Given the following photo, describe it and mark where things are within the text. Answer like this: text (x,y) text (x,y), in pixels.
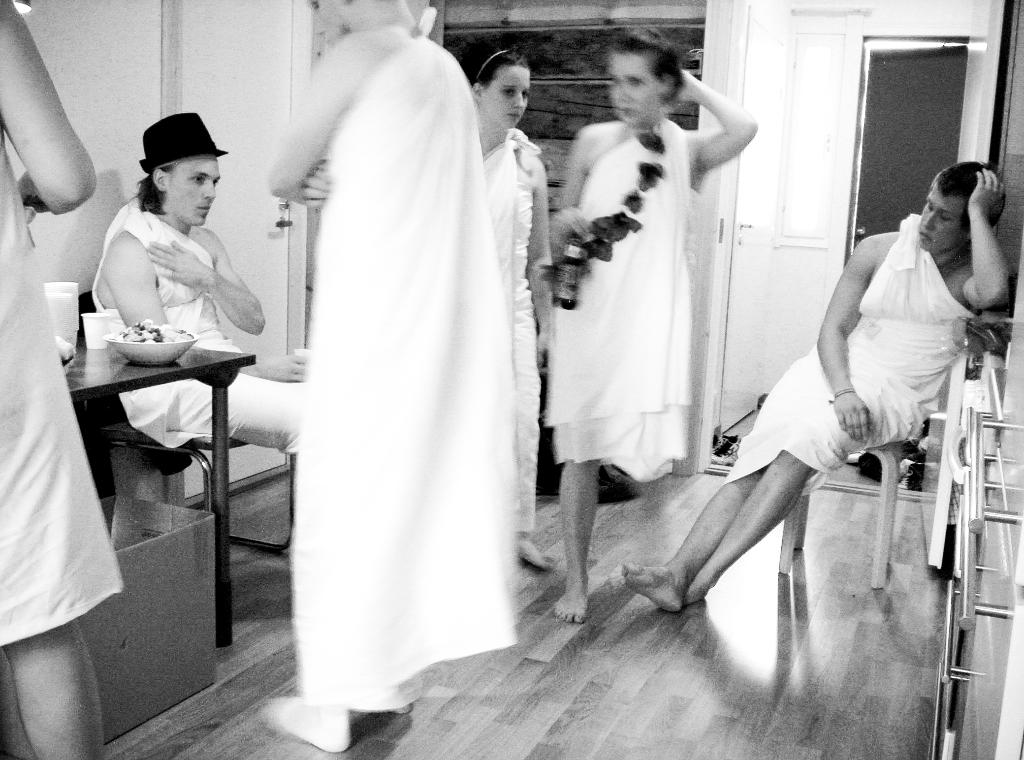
In this image we can see persons (920,324) of them some are sitting on the chairs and some are standing on the floor (288,588). In addition to this we can see doors (264,10), windows (804,83), walls (103,223), bowls (136,341), glass tumblers (68,310), table (220,485) and a cardboard carton (176,536).
